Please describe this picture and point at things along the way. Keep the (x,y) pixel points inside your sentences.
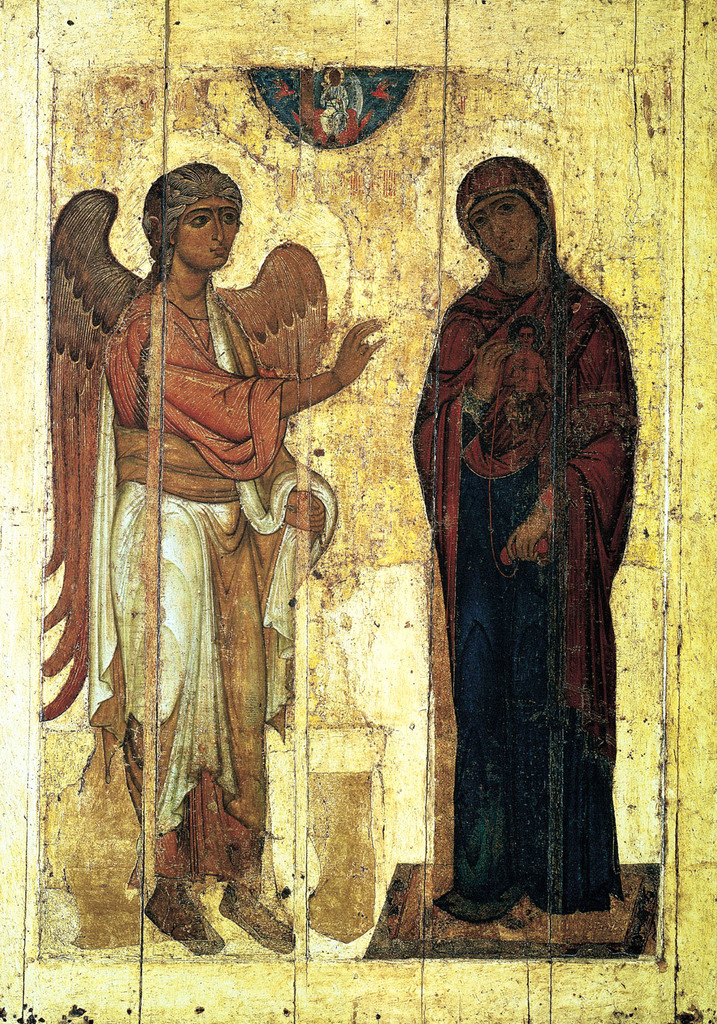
In this picture we can observe two paintings (278,501) on the yellow color wooden wall (351,626). On the left side (133,416) there is a person (127,390) with wings (101,356). On the right side (537,566) there is a woman (526,578) standing, wearing dark color dress (534,638). In the background (190,95) there is a wooden wall (190,95).
